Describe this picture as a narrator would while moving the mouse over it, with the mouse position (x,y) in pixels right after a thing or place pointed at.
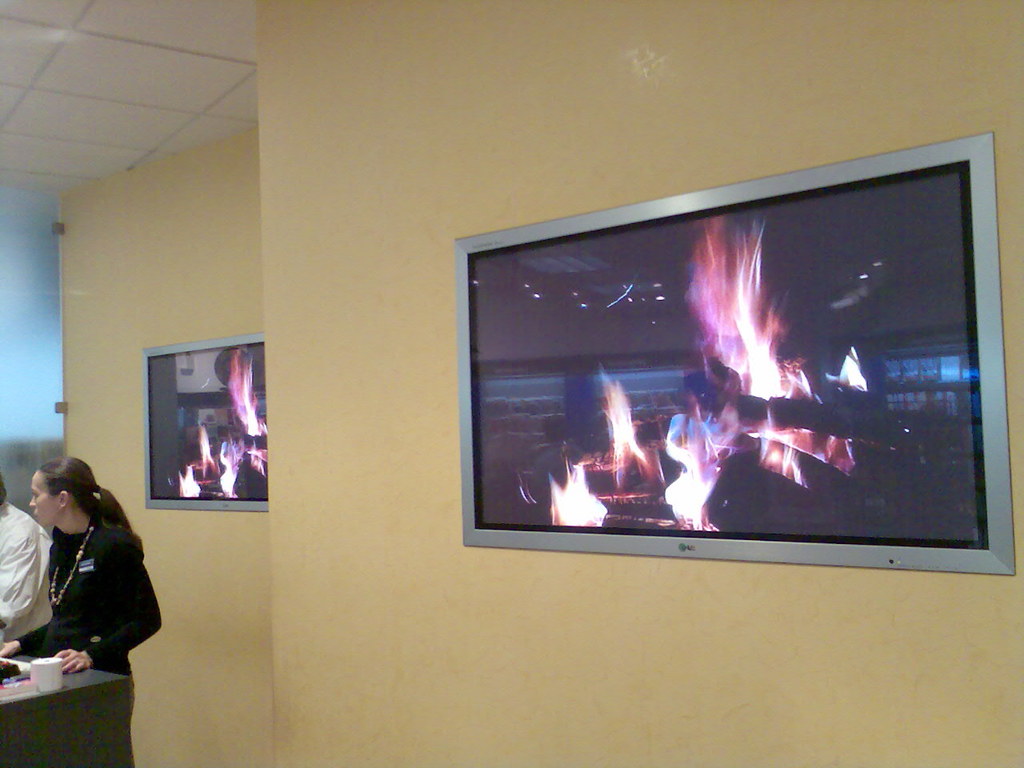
In this image there is a wall (409,435). At the top (133,68) there is ceiling (133,103). There are two screen (212,391) which are attached inside the wall (295,522). On the left side (133,591) there are two persons (70,590) standing near the desk (72,704). On the desk (70,679) there is a cup (51,679). On the left side (19,294) there is a glass (34,324) in the background (34,333).
